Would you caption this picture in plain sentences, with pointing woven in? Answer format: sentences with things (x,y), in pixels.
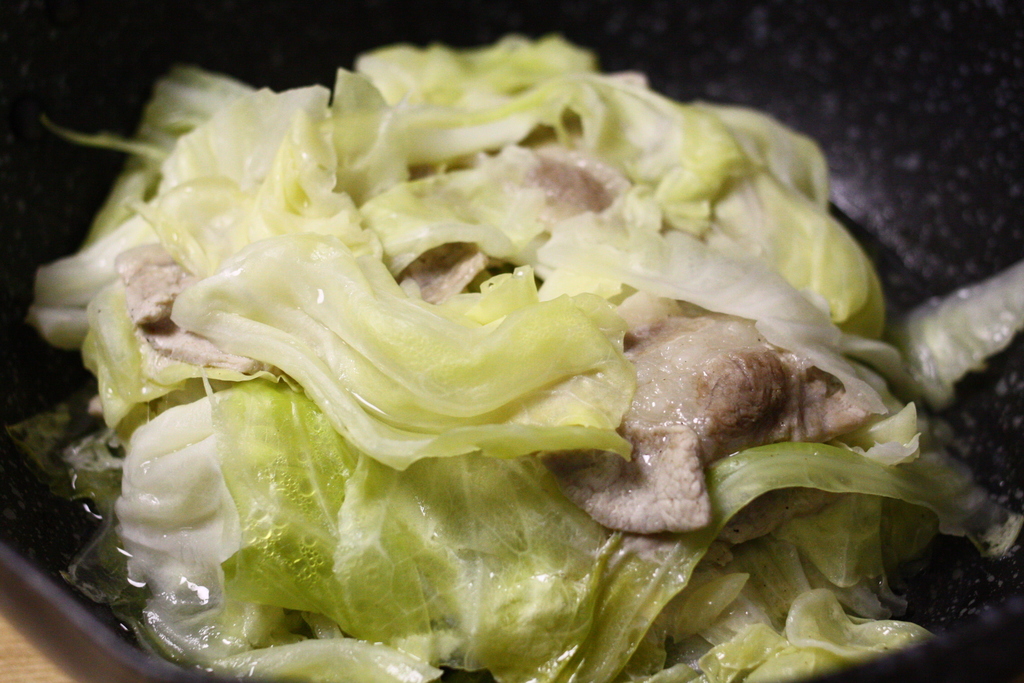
This image consists of a food (510,347) which is in the center (548,371).
